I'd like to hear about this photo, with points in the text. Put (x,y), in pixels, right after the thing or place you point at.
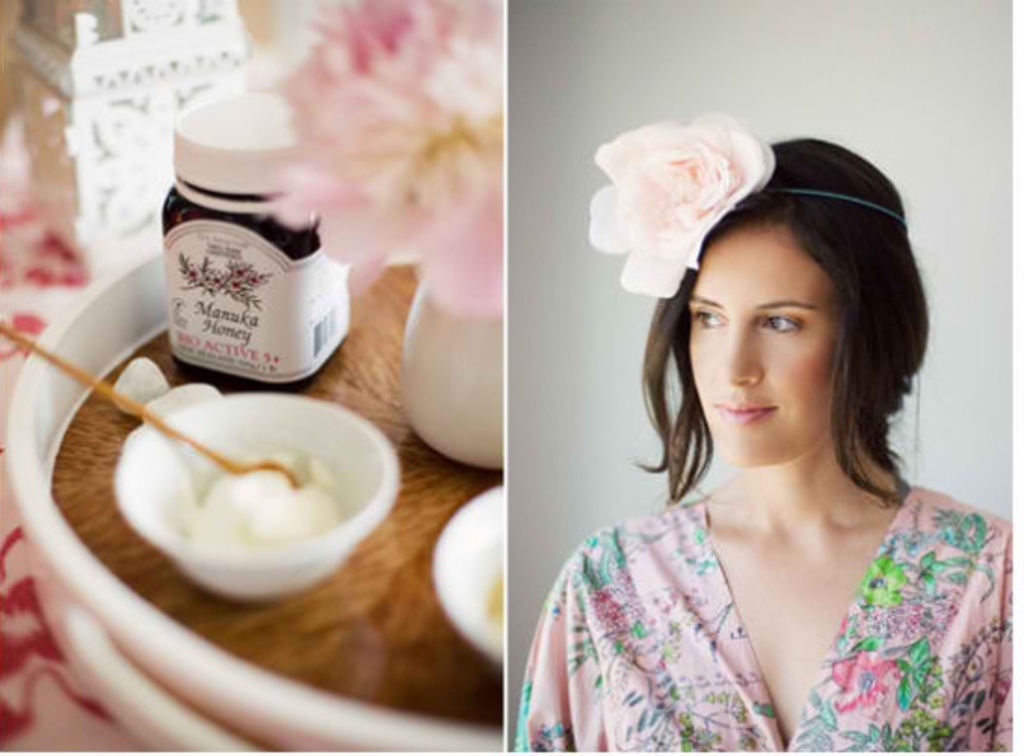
In this picture we can see a woman (748,296) wearing a rose headband (761,175) on her head (777,402) on the right side (752,410). We can see a white background (547,408). There is a honey bottle (201,323), flower vase (469,310), cups (452,529), white objects (60,404) and a gold object (107,385) on the left side (67,545).
